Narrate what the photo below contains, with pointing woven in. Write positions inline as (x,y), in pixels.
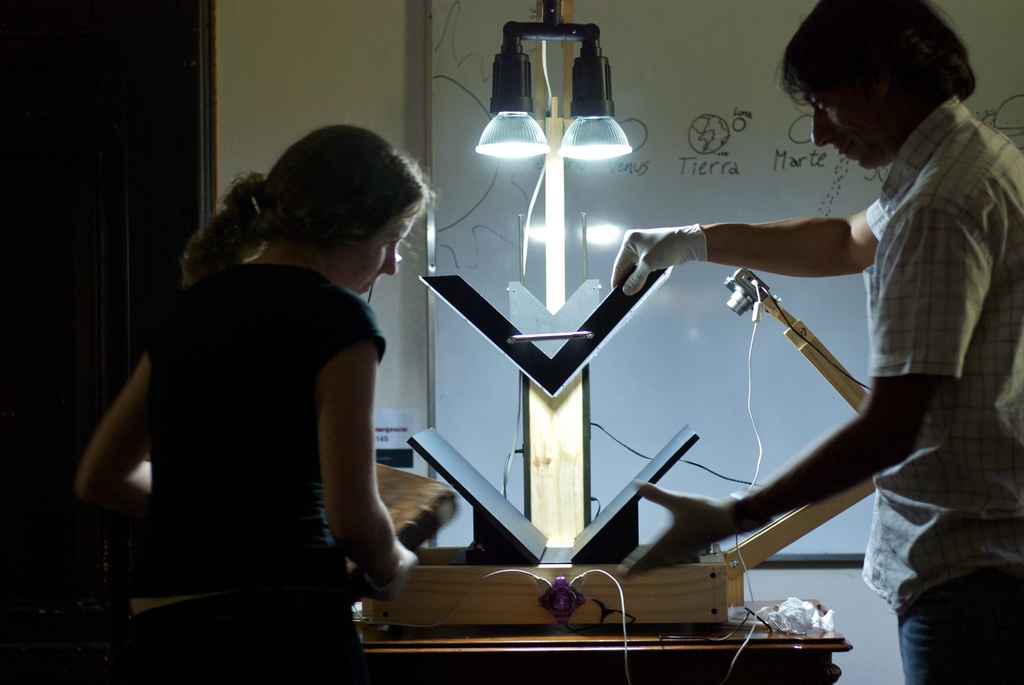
In this image in the middle (495,327) we can see an electronic object (510,307). And we can see a man (956,494) and a woman (326,226) standing. And we can see the whiteboard (598,190) and the wall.
